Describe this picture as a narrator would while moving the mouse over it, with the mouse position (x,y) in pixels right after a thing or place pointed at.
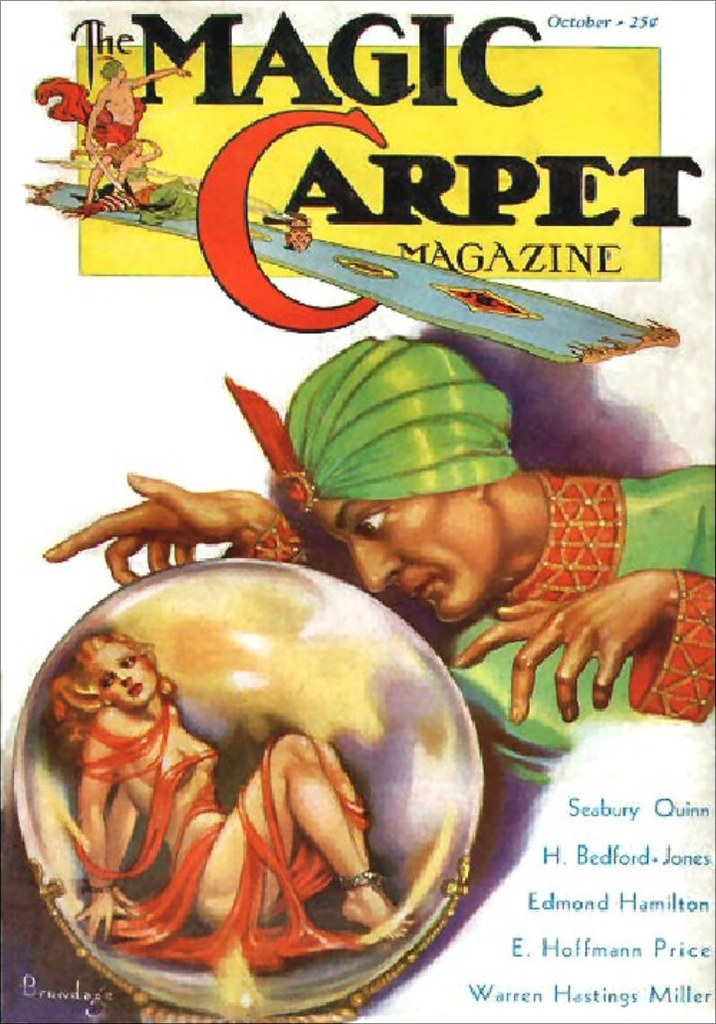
In this image we can see a poster (303,501) with some images (331,244) and text (343,175) on it, also we can see the background (283,379) is white.
